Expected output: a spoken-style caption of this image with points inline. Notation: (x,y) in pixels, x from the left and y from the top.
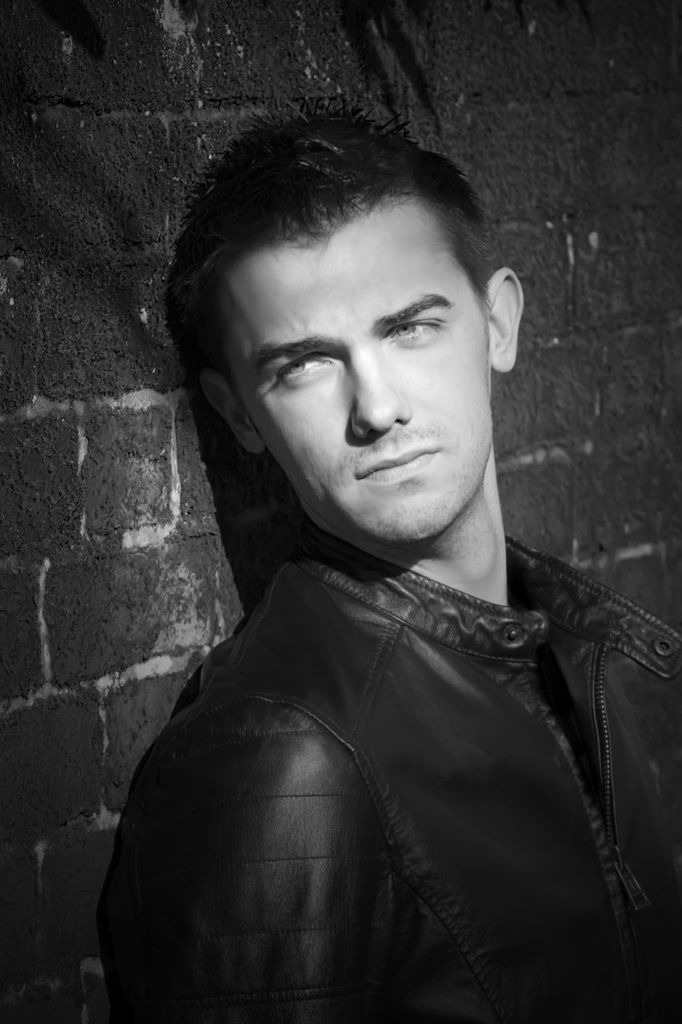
In this image, we can see a man (267,124) standing and we can see the brick wall (259,44).
